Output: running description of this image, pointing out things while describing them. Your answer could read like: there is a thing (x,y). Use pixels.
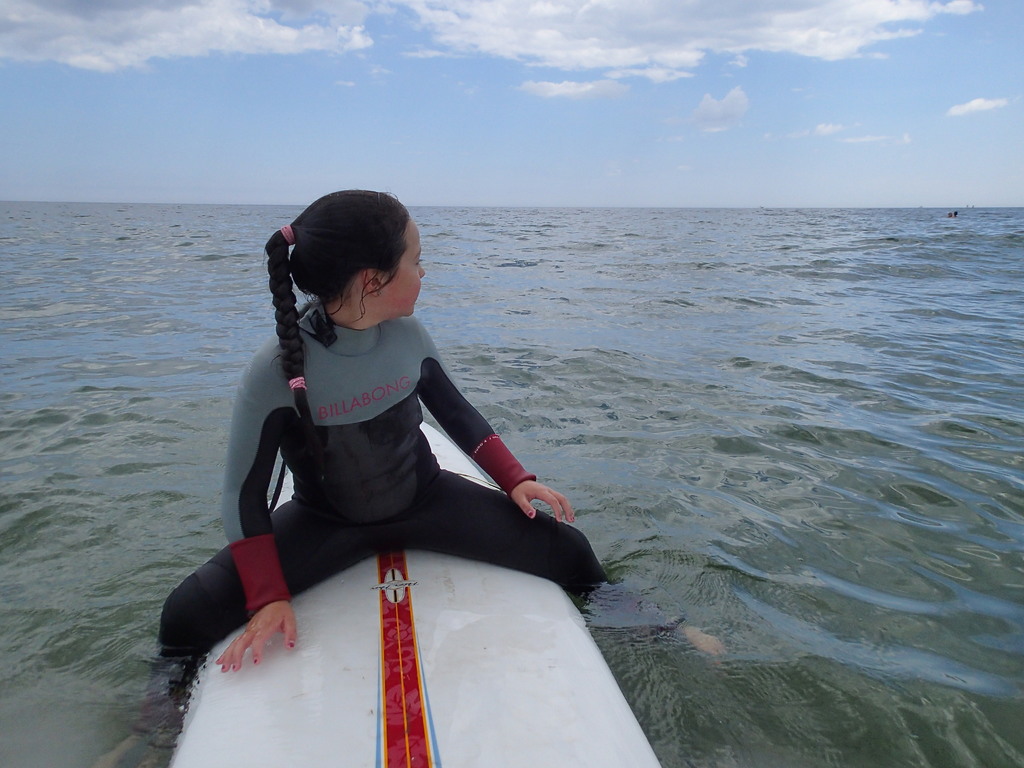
This picture is taken in an ocean (619,452). At the bottom (458,523), there is a girl (389,314) sitting on the board (372,578) which is on the water (682,667). She is wearing grey and black clothes (390,424). On the top (445,72), there is a sky (614,81) with clouds (614,81).
